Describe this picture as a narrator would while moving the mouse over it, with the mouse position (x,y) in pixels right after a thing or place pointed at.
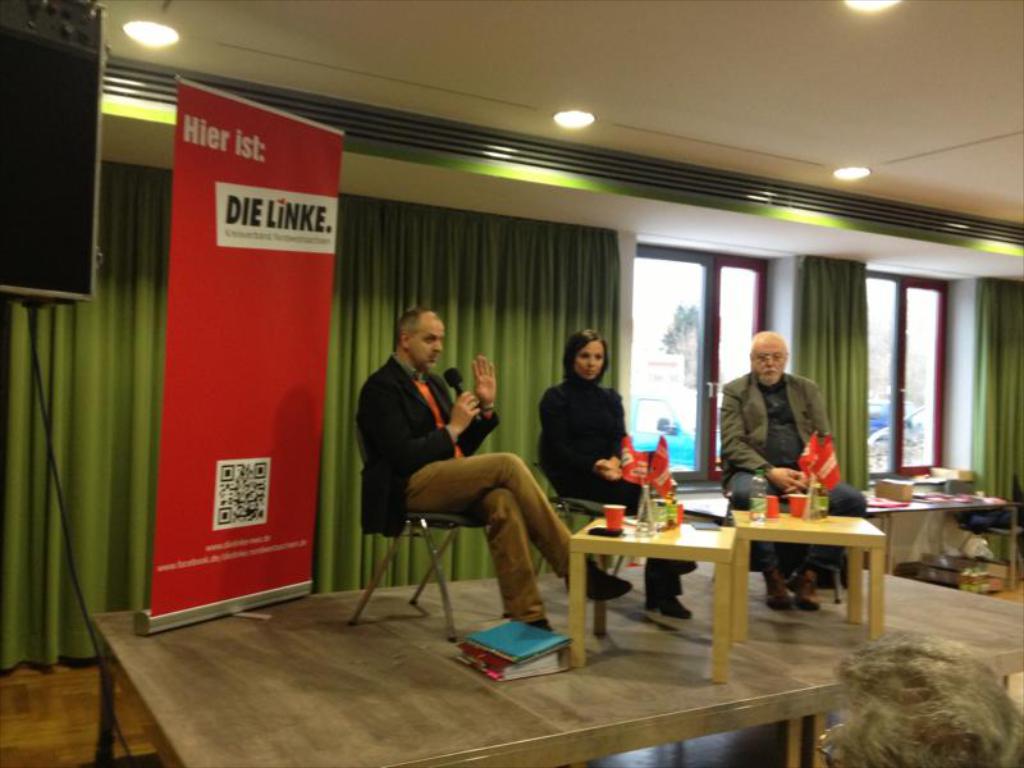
The person (385,440) in the left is sitting and speaking in front of a mic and there are two other persons (620,426) sitting beside him, In background (365,273) there is a green curtain (485,277) and a red banner (258,306) and there is a person (921,708) in the right corner (938,723).
